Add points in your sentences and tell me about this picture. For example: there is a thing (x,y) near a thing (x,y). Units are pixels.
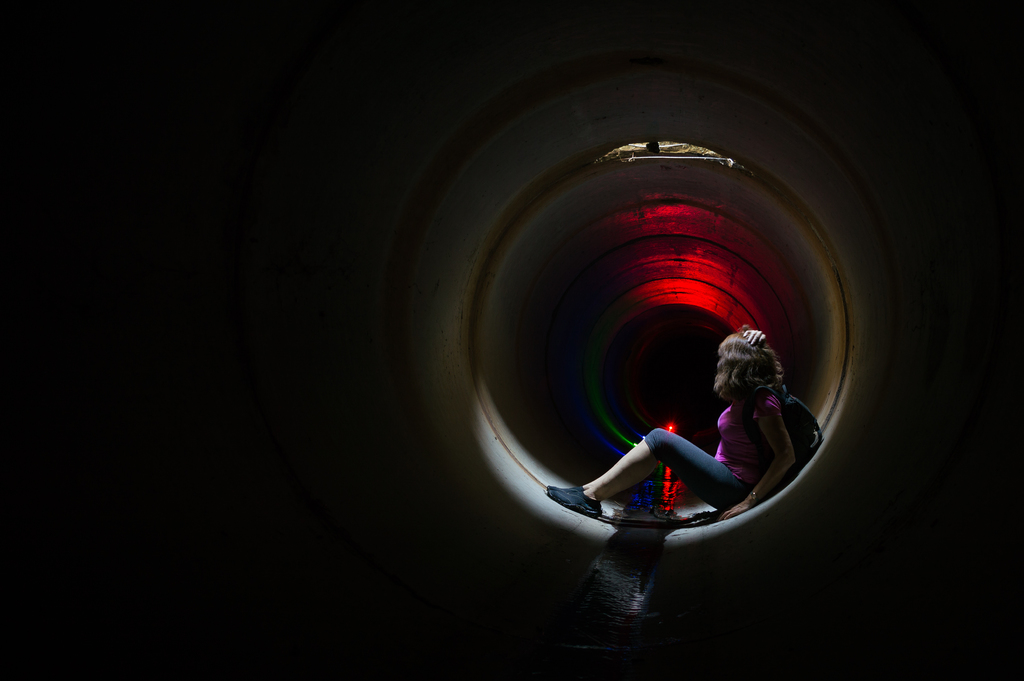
In this image, I can see the woman (782,370) sitting. It looks like a pipe (813,317). In the background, I can see the lights (686,300).
